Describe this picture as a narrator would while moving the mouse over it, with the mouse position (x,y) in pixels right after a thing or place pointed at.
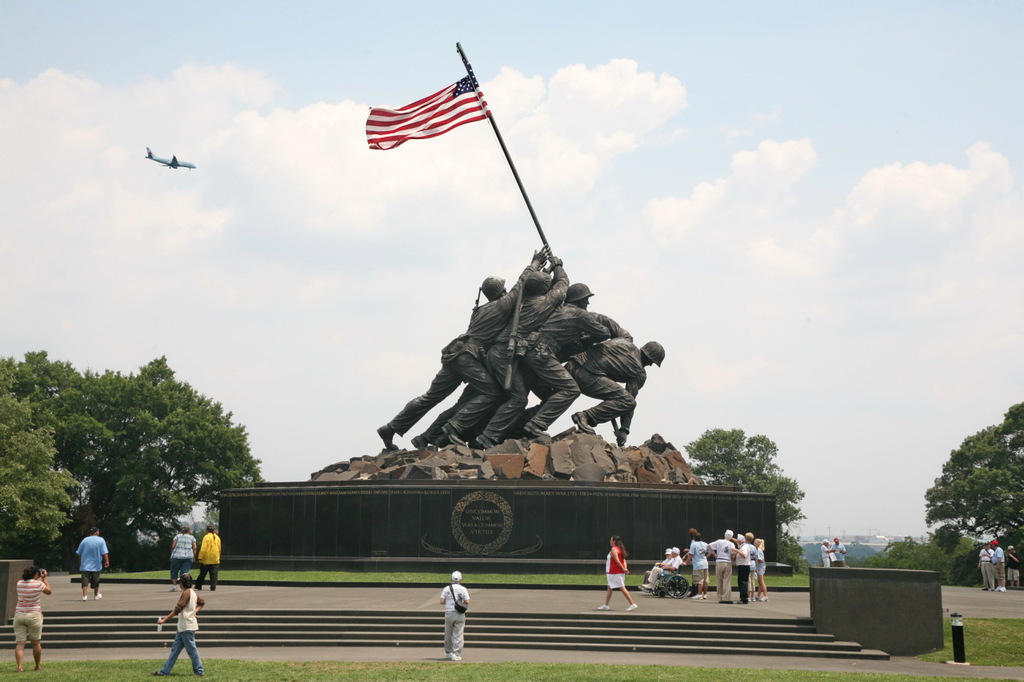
This image is taken outdoors. At the top of the image (208,168) there is a sky (300,112) with clouds (786,165). At the bottom of the image (242,674) there is a ground (205,667) with grass (979,621) on it. In the background (185,513) there are a few trees (951,516). In the middle of the image (527,382) there is a statue (489,385) of a few men (547,373) holding a flag (375,117). A few people (178,610) are walking on the ground (219,598) and a few (728,554) are standing on the floor (979,587). Two men (663,567) are sitting in the wheelchairs (668,587). An airplane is flying in the sky (165,176).
